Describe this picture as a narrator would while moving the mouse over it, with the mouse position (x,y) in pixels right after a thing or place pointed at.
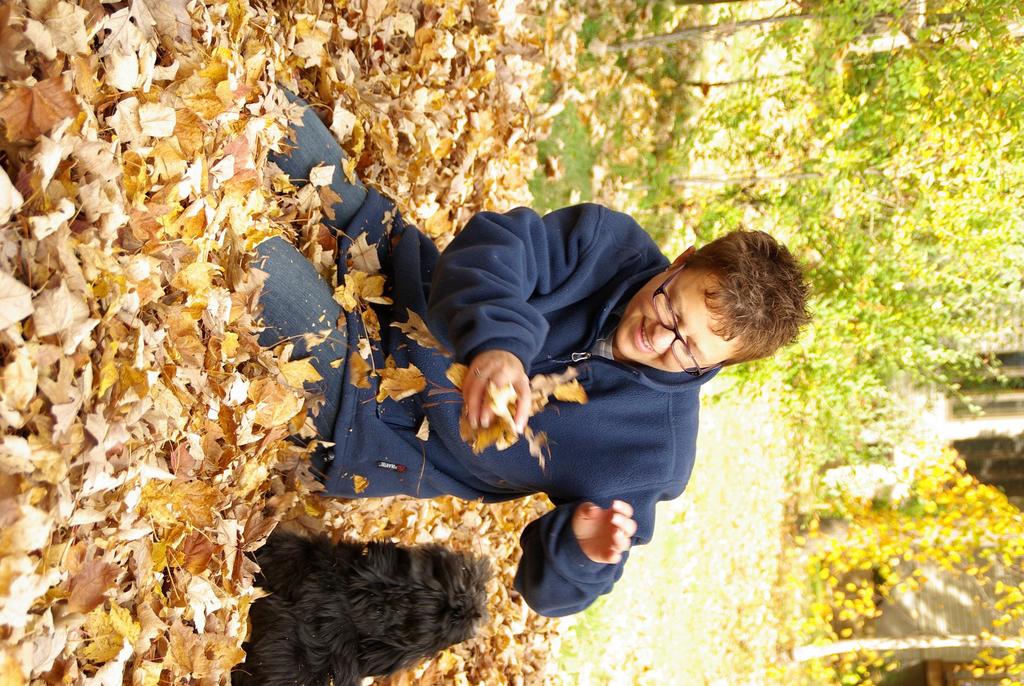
In the foreground of this image (508,423), there is a person (386,400) and an animal (323,597) on the dry leaves (154,293). In the background (812,259), there are trees (852,583) and it seems like the wall (928,610) and the windows (990,416) of a building (982,445).
